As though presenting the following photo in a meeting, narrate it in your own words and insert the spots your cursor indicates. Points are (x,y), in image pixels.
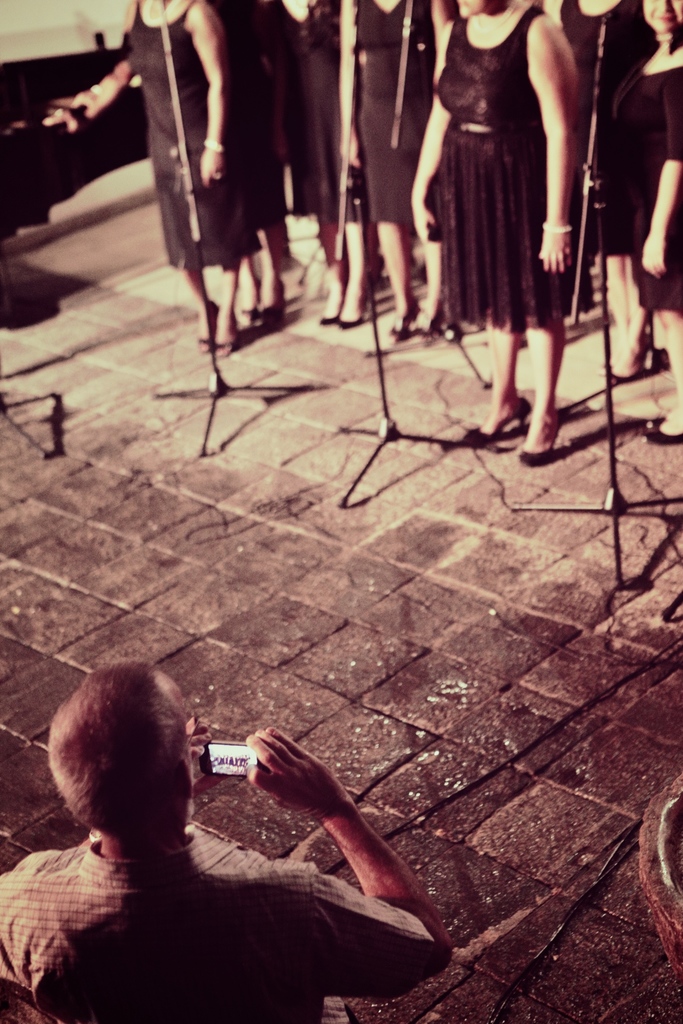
In the background of this image (540,506), there are three tripod stands (613,506) to which few women (443,143) are standing in front to it. On bottom left corner (125,882), there is a man (128,879) holding a phone (235,766) in his hand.
